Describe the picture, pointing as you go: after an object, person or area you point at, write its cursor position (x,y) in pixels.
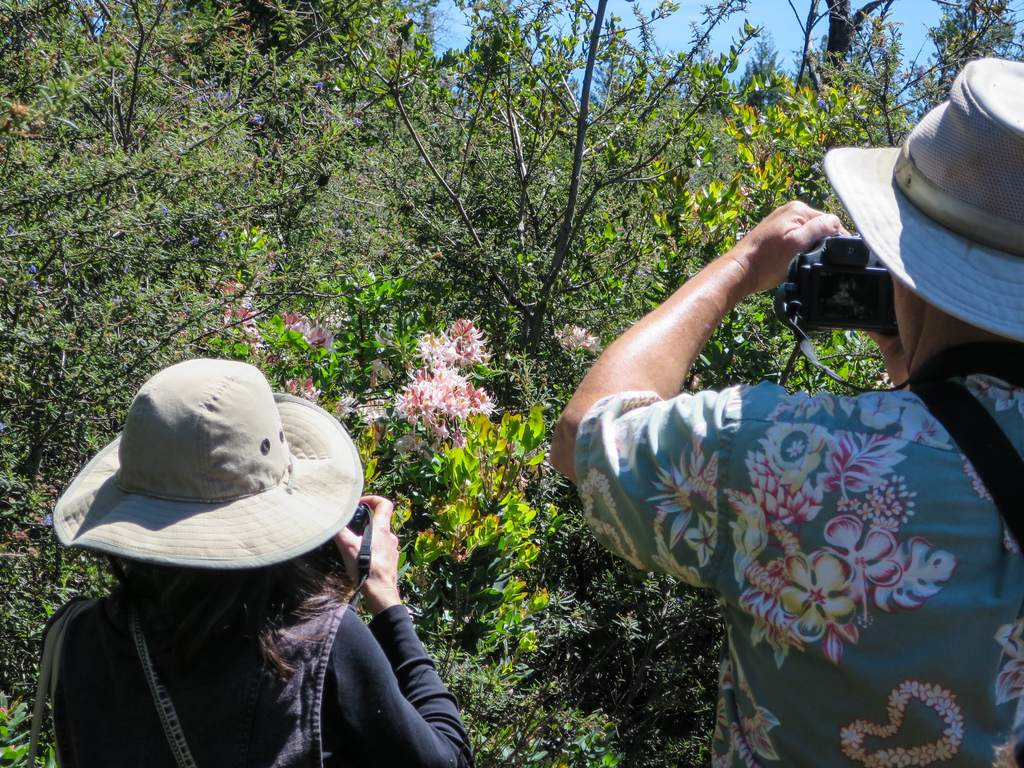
In the picture we can see a man (828,609) and a woman (305,708) standing and capturing the pics on the trees (39,197), they both are wearing hats (186,521) which are white in color, a man (875,620) is wearing a flowers shirt (886,612) and a woman (180,518) is wearing a black top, in the background (52,557) we can see trees (181,199) and sky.
